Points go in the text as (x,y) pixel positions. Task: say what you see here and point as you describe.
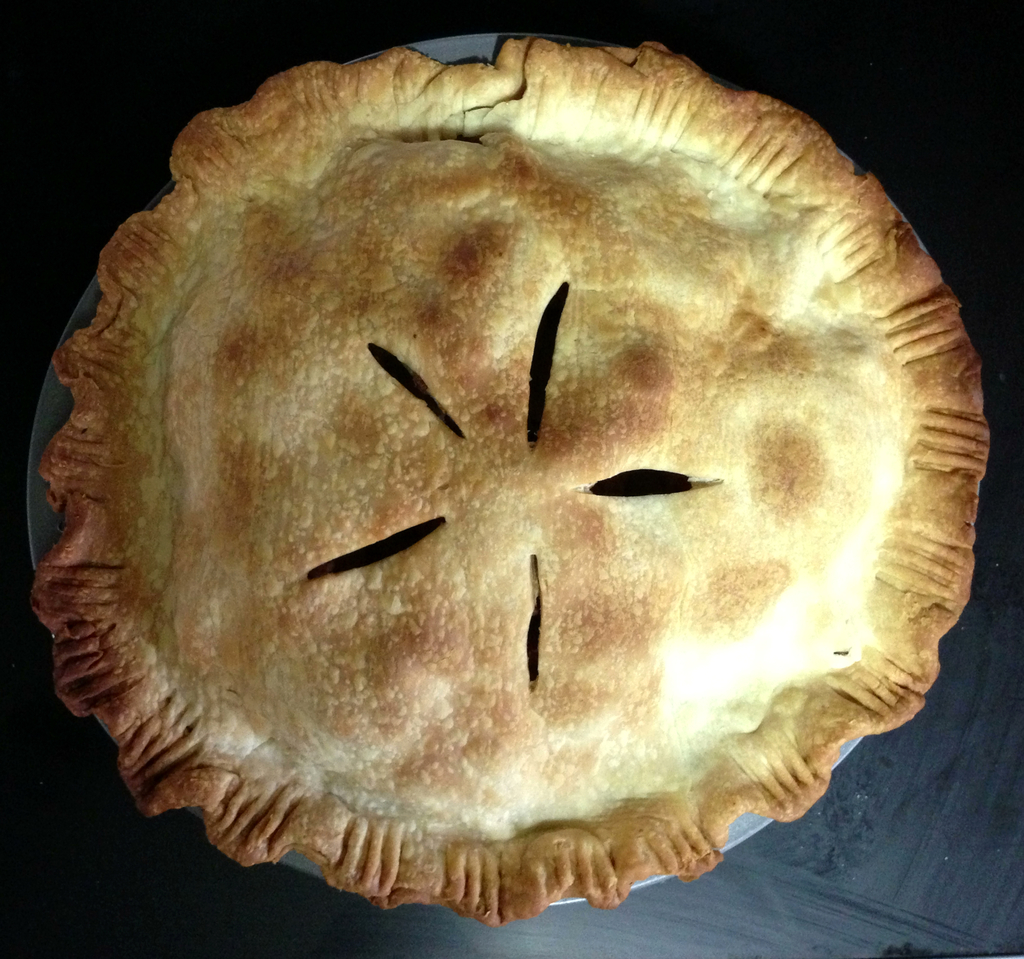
In this image I can see food (478,650) which is in brown color in the bowl (740,836) and I can see dark background (143,40).
